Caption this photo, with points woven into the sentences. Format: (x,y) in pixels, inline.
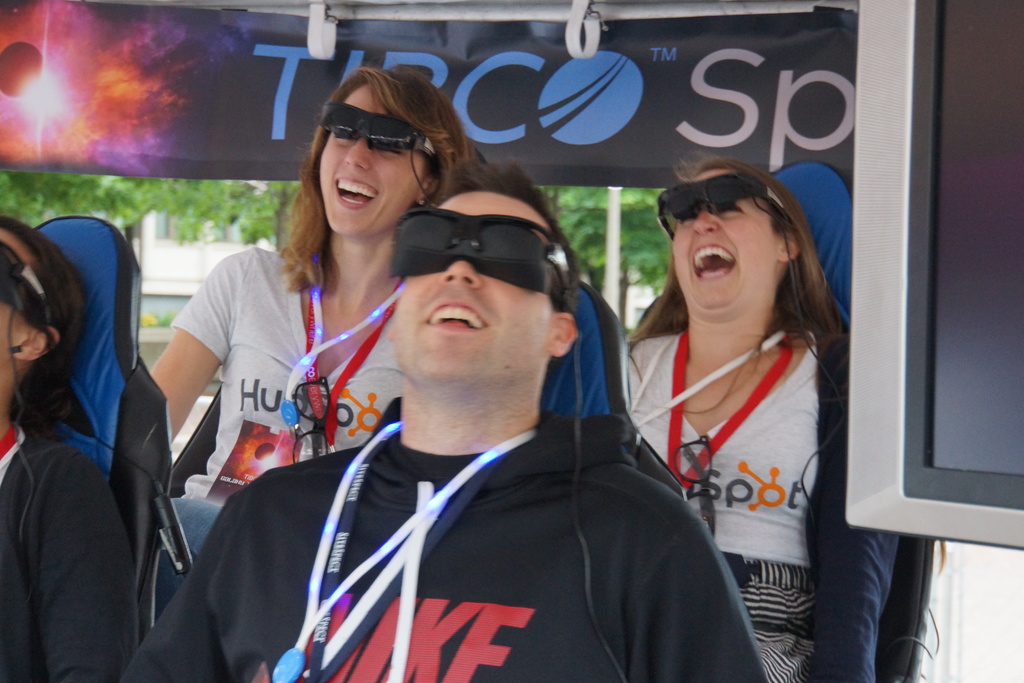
In the center of the image (520,298) we can see a few people (277,429) are sitting on the chairs (209,434). And they are smiling, which we can see on their faces (410,319). And they are wearing glasses (449,231). On the right side of the image (916,265), there is a monitor (891,166). In the background (654,122) we can see trees (629,219), one building (206,242), pole (609,218), one banner (663,176) etc.
